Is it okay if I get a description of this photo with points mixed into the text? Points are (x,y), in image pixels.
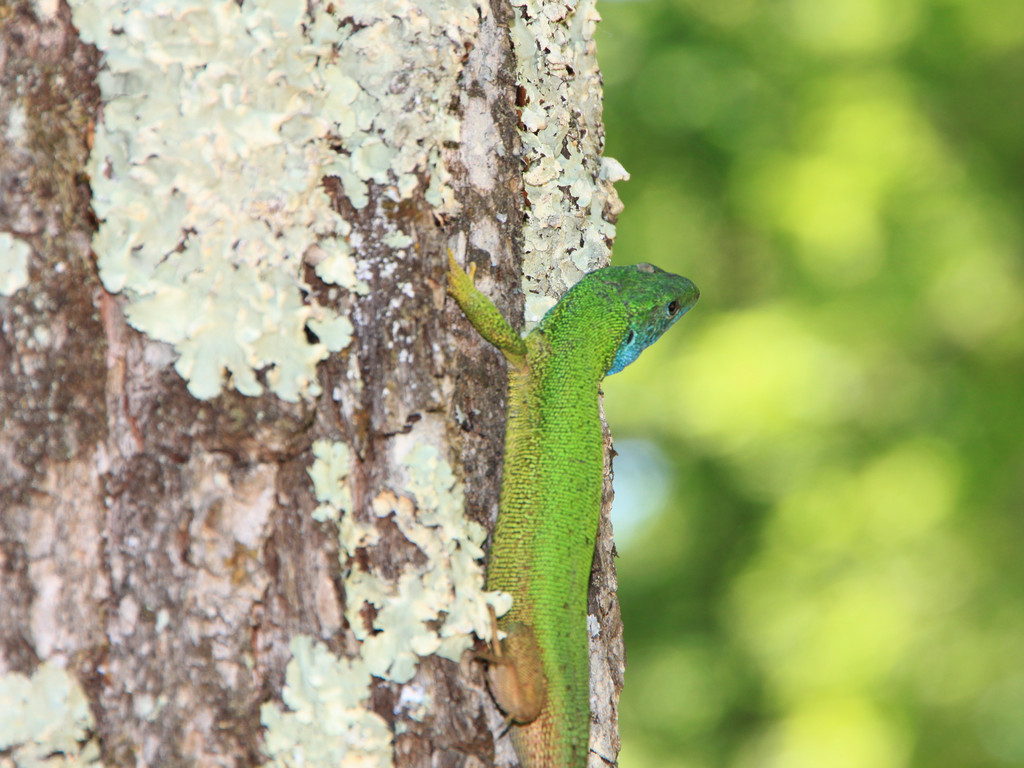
In this image I can see the green color reptile (559,431) on the trunk (413,440). Background (922,321) is in green color.
